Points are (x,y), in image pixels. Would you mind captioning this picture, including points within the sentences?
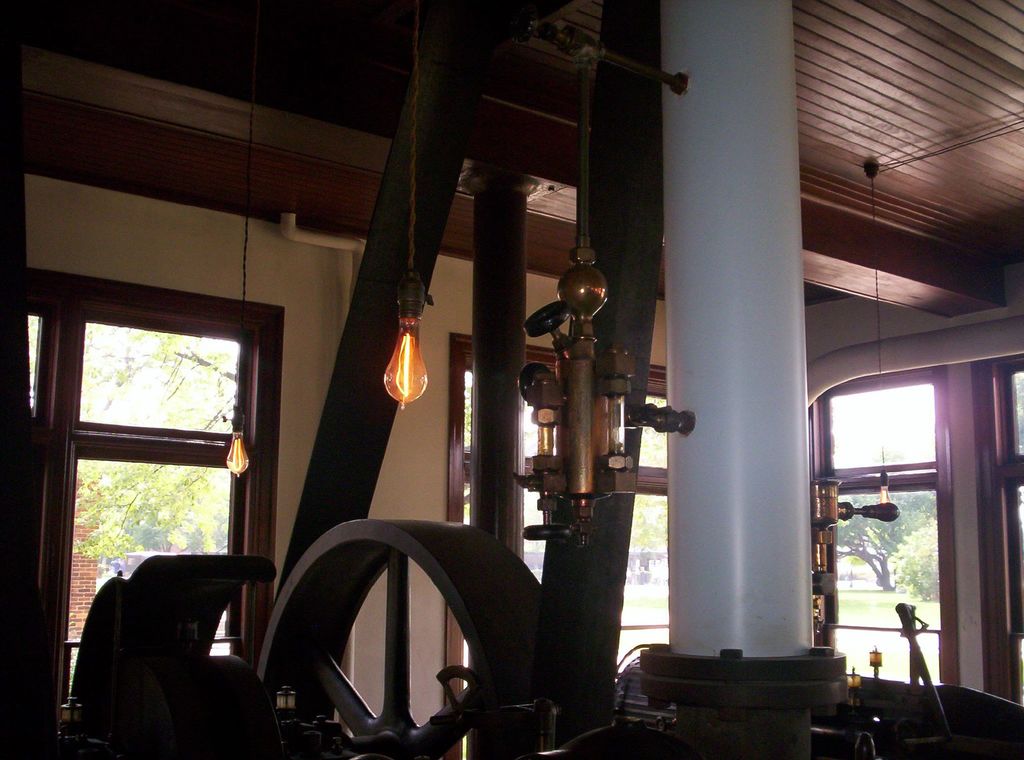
In this picture there is a machine (576,620) and there are two bulbs (397,384) above it and there are few glass windows (195,384) beside it and there are trees (206,469) in the background (162,498).
